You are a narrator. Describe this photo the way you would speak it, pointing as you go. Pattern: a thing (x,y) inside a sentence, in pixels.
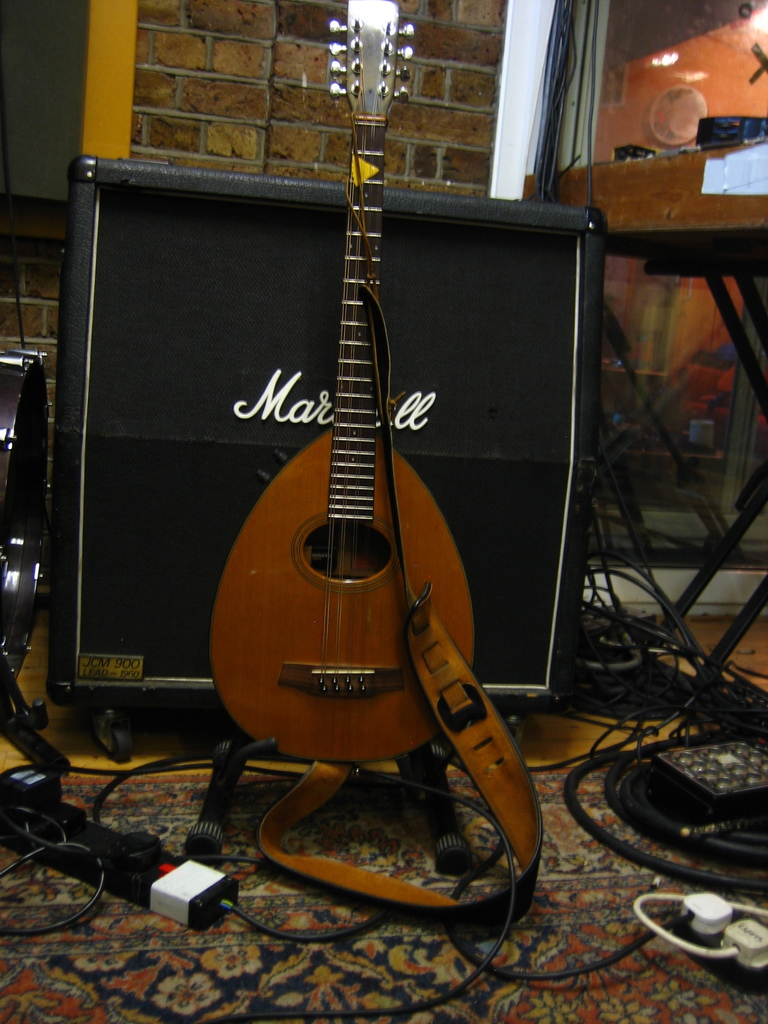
In this image I can see a guitar (351,540), a speaker (179,253) and few wires (573,778).
